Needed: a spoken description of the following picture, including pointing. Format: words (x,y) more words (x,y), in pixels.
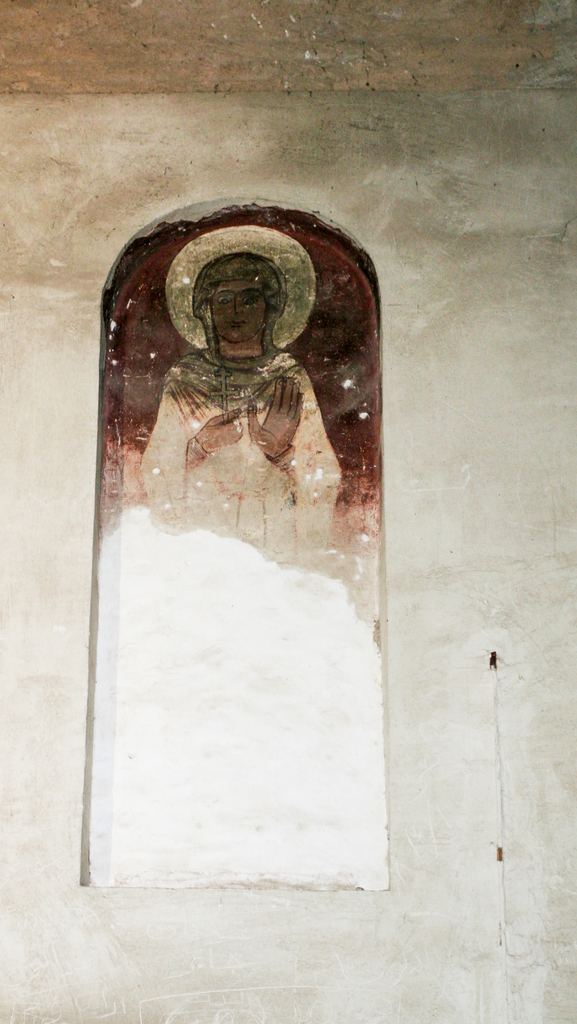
In this image we can see the wall (46,437) and there is an art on the wall (479,204).
